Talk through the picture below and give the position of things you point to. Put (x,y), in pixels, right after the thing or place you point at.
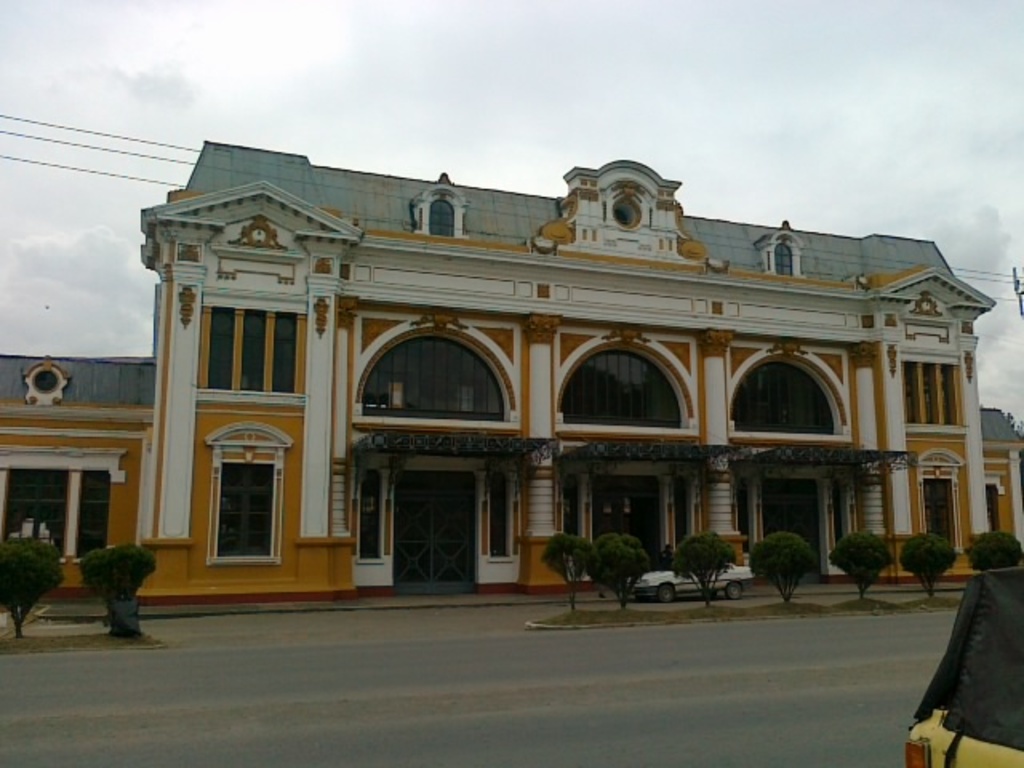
In this image in front (553,671) there is a road (542,699). Beside the road (558,687) there are plants (939,552). On the right side of the image (1001,714) there is an object (952,636). In the background of the image (550,455) there is a building (681,390). In front of the building (680,534) there is a car (659,587). On top of the image (695,94) there is sky (713,54).
